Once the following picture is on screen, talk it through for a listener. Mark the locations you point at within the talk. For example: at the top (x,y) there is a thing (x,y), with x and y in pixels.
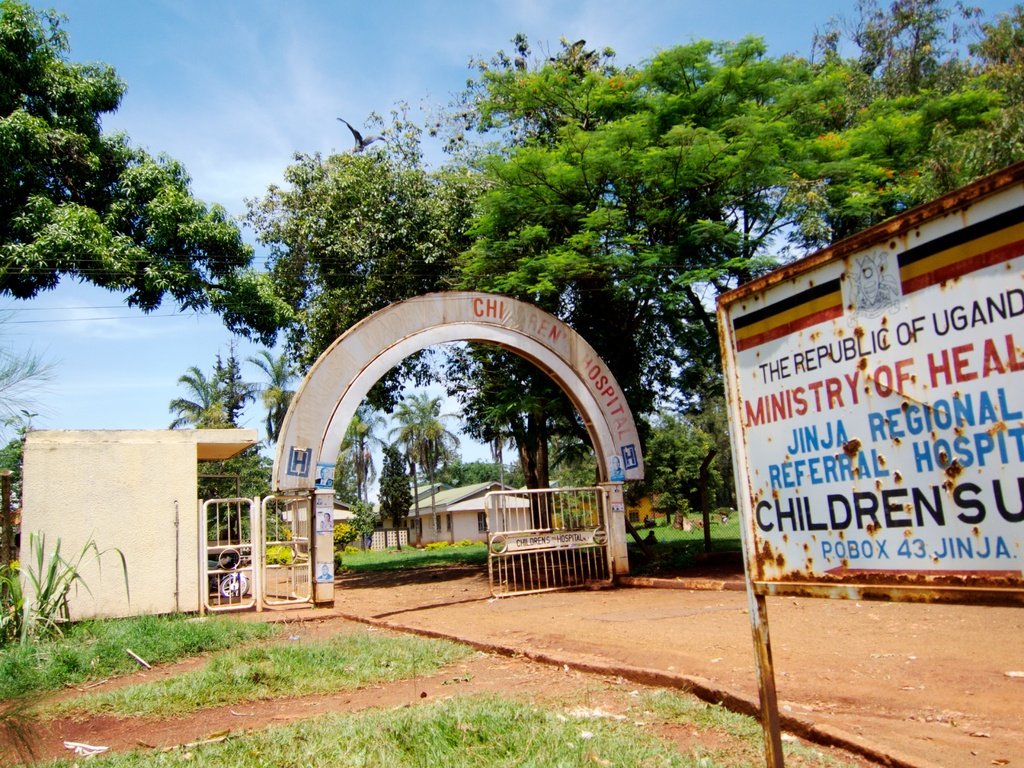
In this image in front (928,468) there is a board (788,444) with some text (925,455) on it. In the center of the image (592,490) there is a gate (597,529). There is an arch (498,334) with some text (489,310) on it. In the background of the image (551,448) there are buildings (342,504), trees (431,421) and sky (337,81). At the bottom of the image (460,740) there is grass (289,662) on the surface (305,696).
